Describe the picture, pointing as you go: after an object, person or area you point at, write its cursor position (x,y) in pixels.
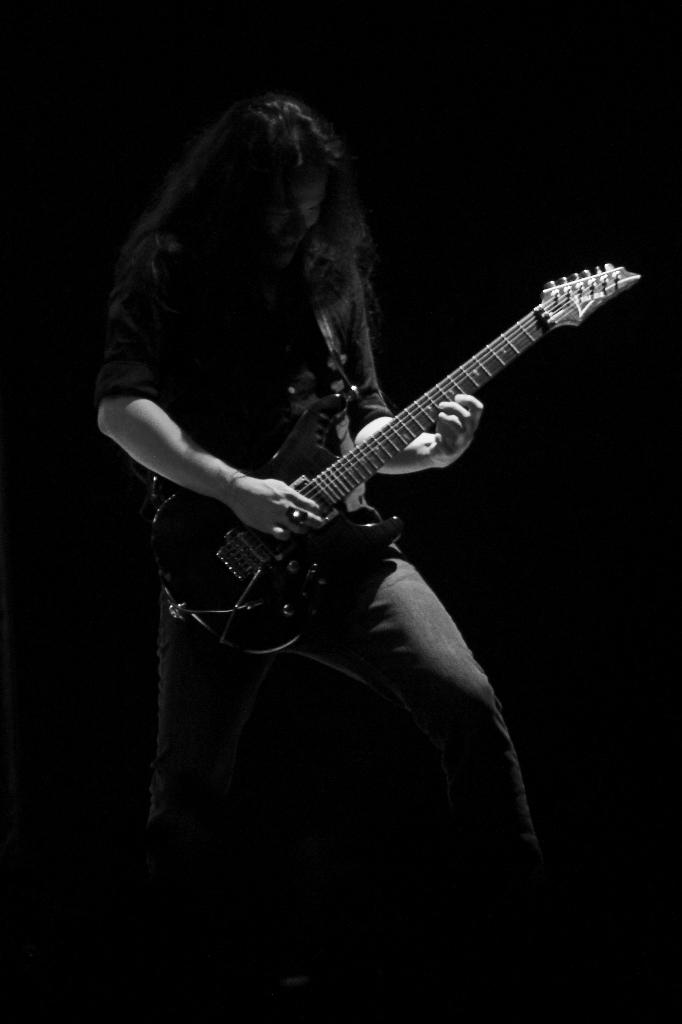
A man (278,367) is standing and playing a guitar (387,429). He is wearing a black shirt (176,342) and a pant (426,655).
